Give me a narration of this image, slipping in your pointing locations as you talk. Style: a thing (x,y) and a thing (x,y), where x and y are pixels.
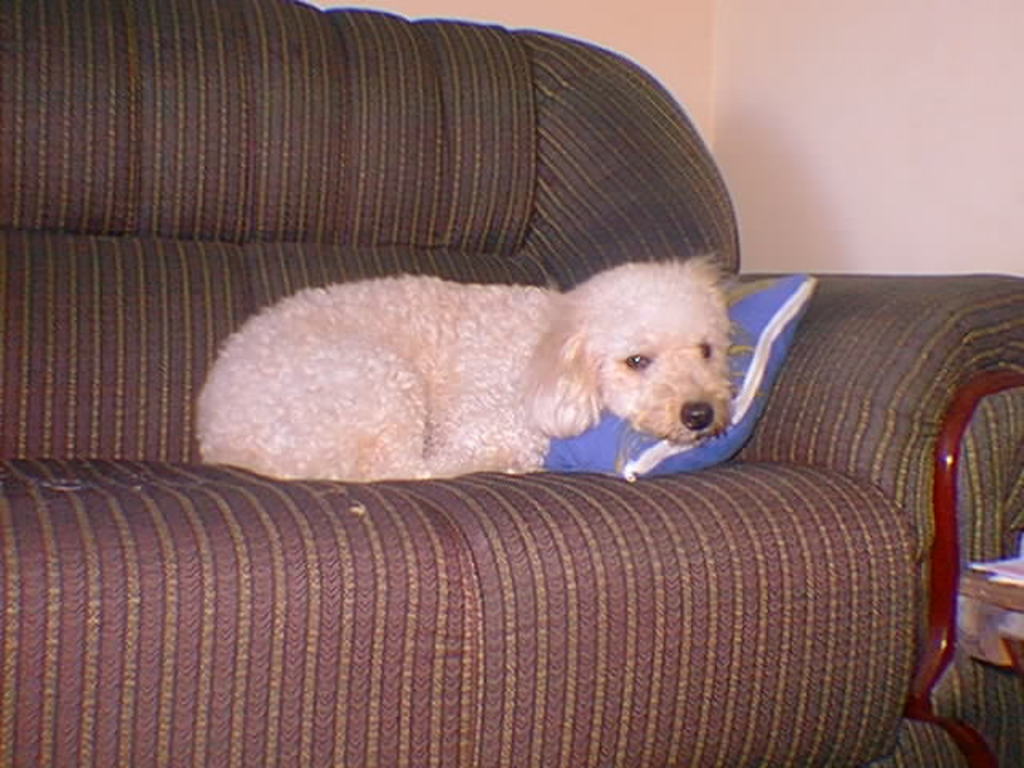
In the center of the image (583,380) we can see a dog (516,414) lying on the sofa (468,494). In the background (746,82) there is a wall (778,77) and we can see a cushion (756,387) placed on the sofa (599,588).
